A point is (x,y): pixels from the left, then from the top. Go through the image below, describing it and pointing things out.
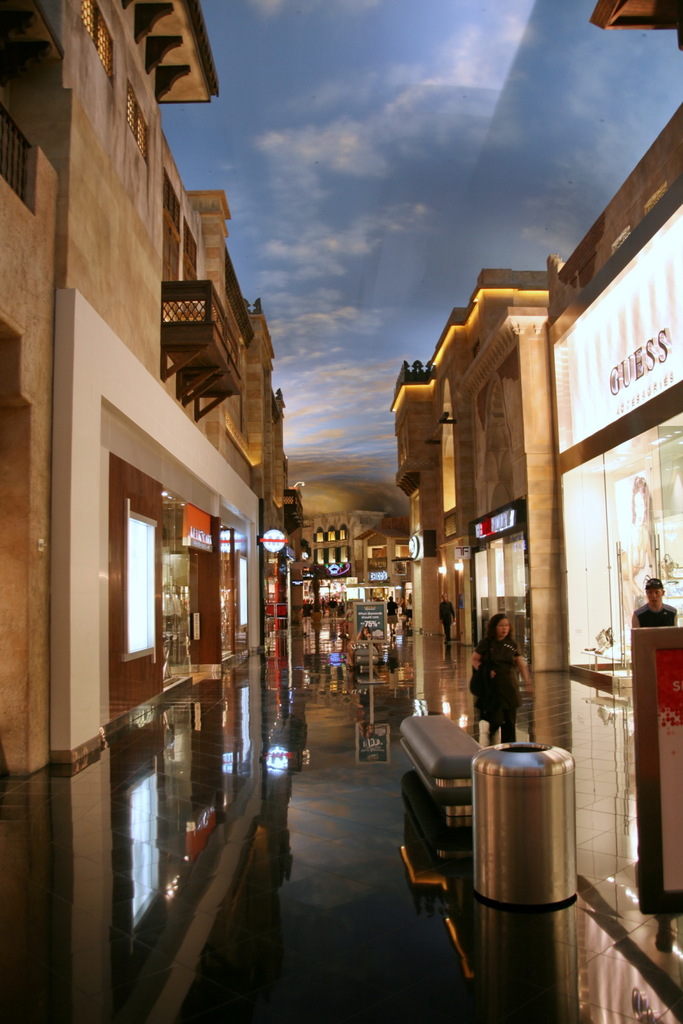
In this image we can see some few stores (513,530). A lady (495,669) is walking on the footpath (474,719) and a man (658,600) is standing near a store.
